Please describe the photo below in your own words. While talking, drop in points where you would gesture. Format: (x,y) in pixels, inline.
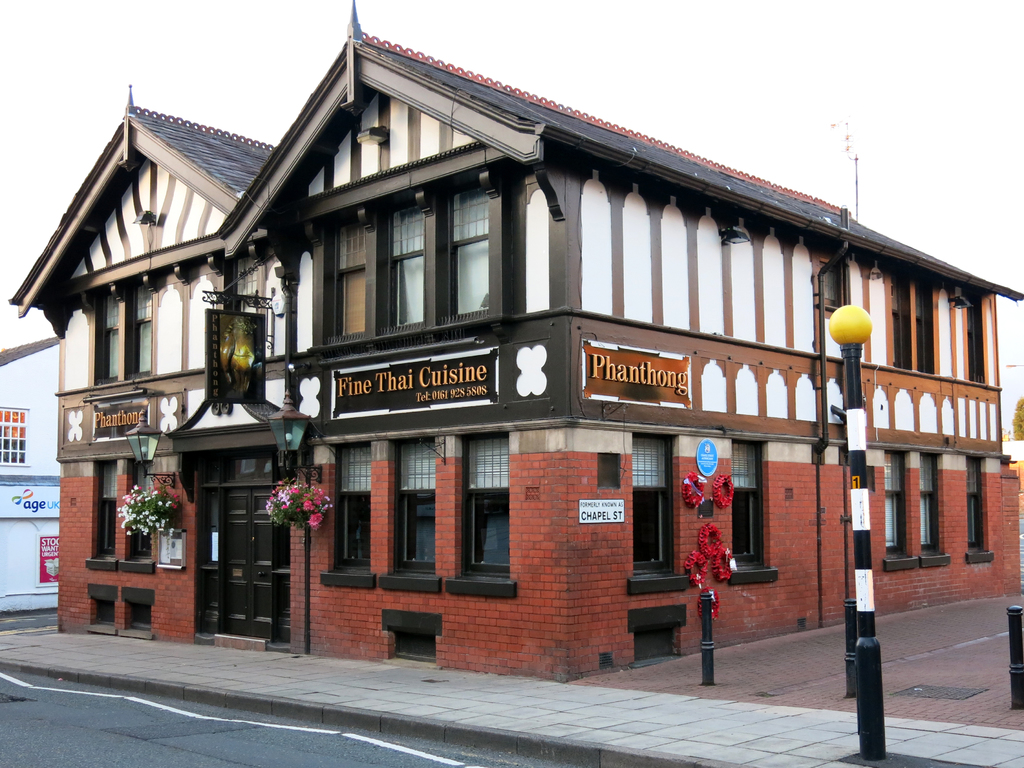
In this picture it looks like a hut shaped restaurant (447,286) beside the road (123,695). It is made of brick walls (452,475), windows (246,281) and a brown door (238,618) with flower pots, poles (852,449) & lights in front of it.
